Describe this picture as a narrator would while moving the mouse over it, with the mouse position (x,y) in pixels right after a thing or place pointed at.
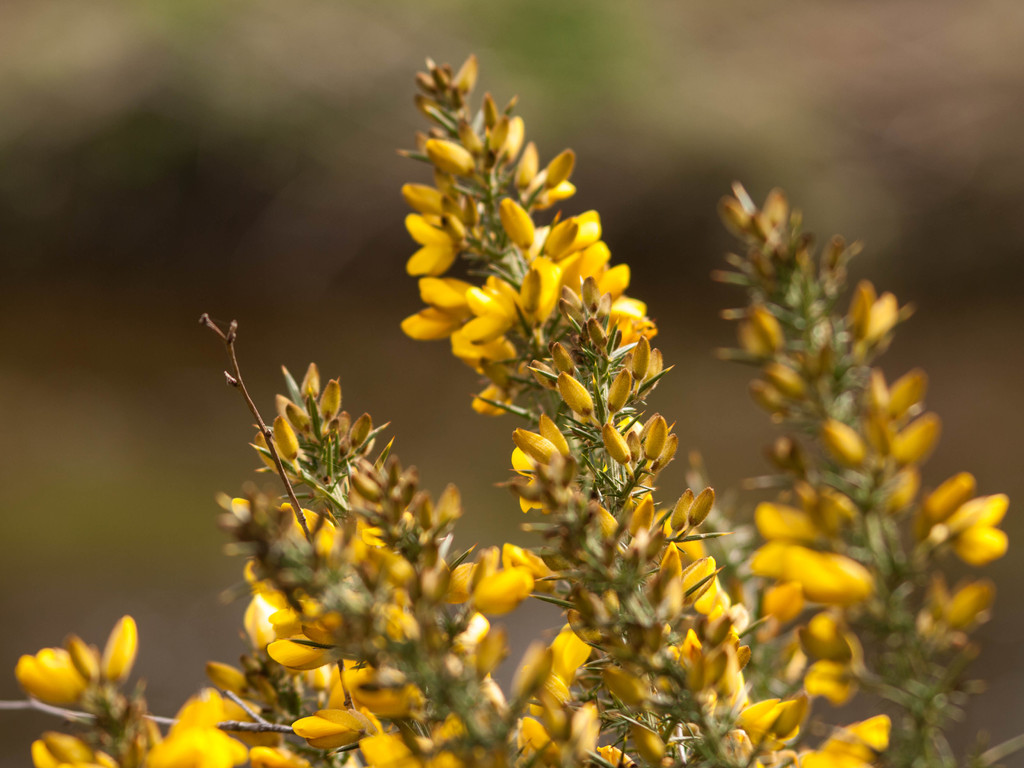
In this image we can see there are some yellow color flowers (554,269) and buds (524,168) with blurry background (517,70).
